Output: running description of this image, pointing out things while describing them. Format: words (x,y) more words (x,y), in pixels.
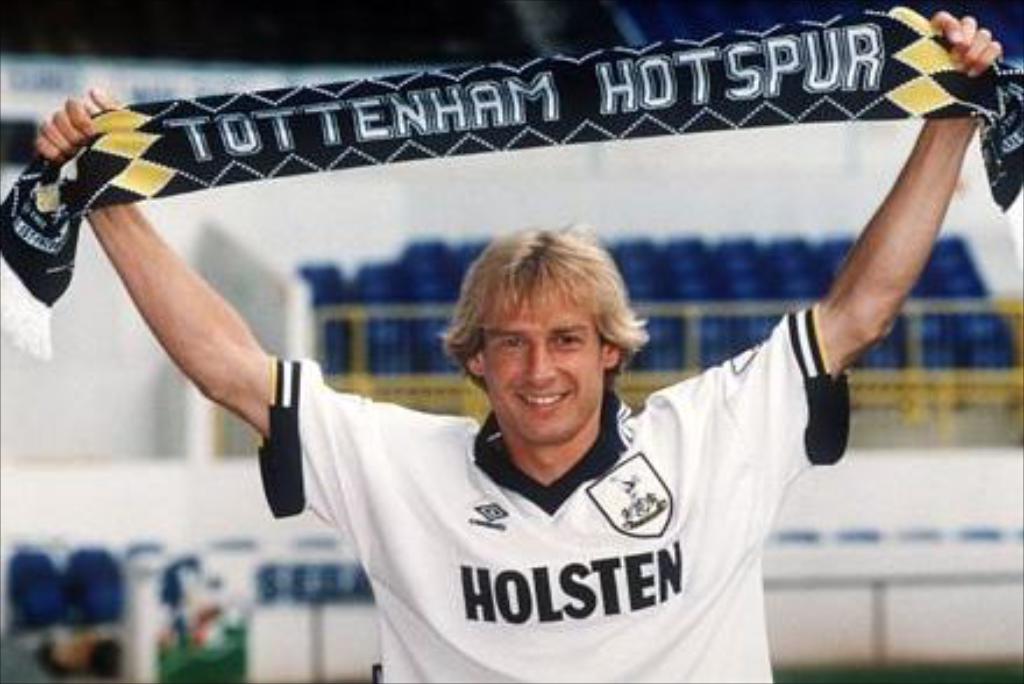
In the center of the image (547,400) a person (520,429) is standing and holding a cloth (439,138). In the background of the image (733,292) we can see the chairs (315,296) and wall (79,328) are present.
